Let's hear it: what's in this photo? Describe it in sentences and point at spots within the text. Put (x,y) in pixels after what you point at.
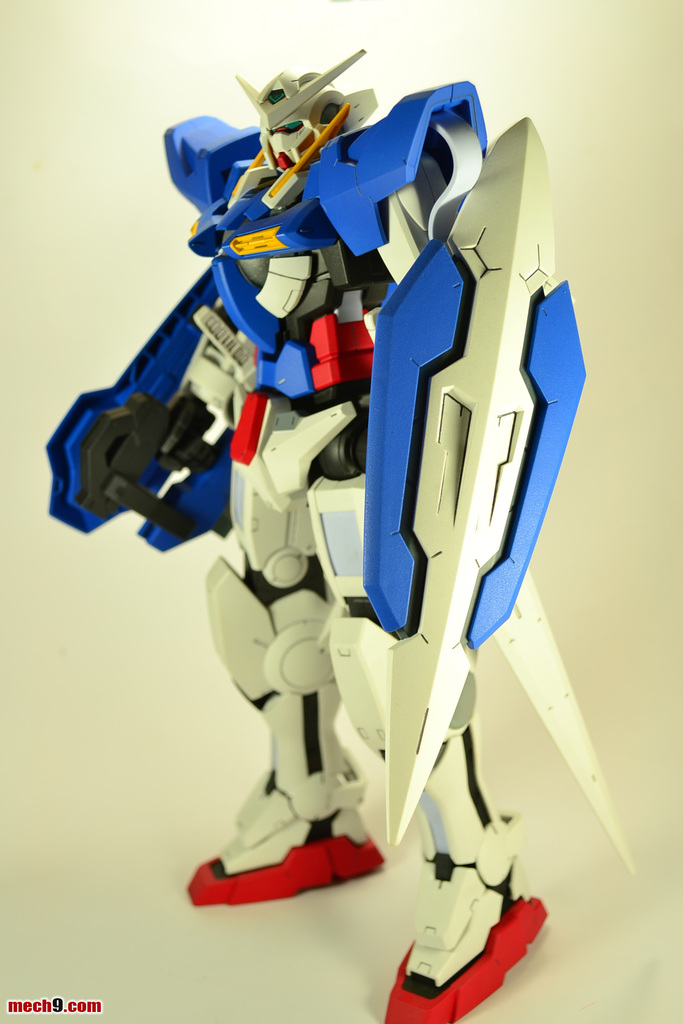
In the image we can see a toy (232,358), white, blue, red and yellow in color. The surface (105,801) is white in color. This is a watermark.
